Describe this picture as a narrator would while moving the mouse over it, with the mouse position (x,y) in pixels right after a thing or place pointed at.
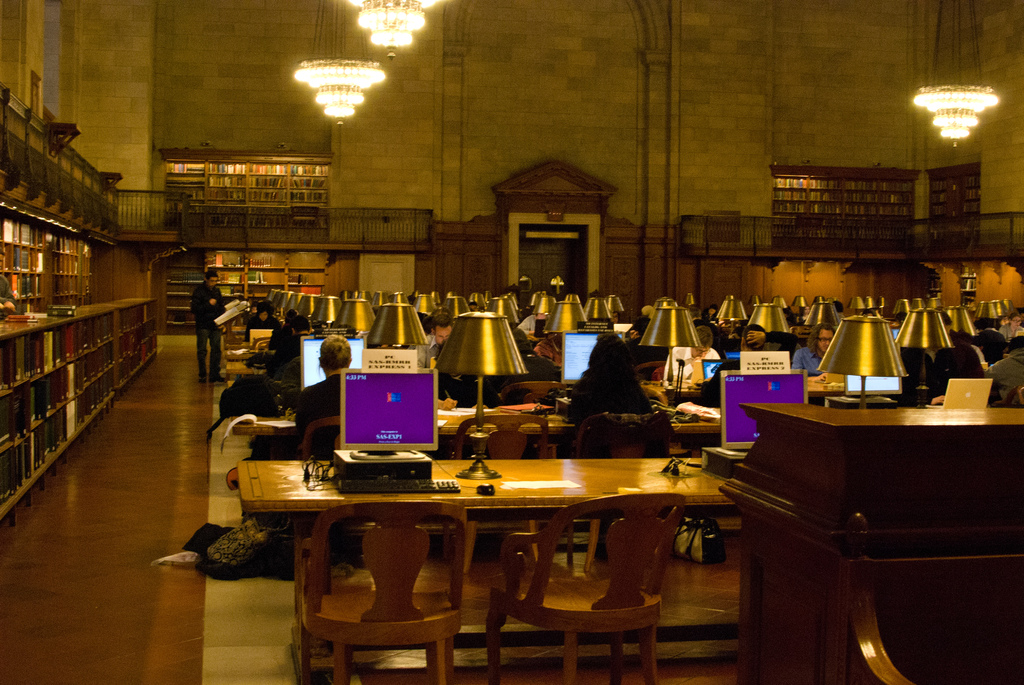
This picture is of inside the room (829,533). In the foreground (815,483) we can see there are many number of chairs (663,423) and tables (573,470) and lamps (507,317) and on the top of the tables (537,477) there are computers (399,429) placed and group of people (288,349) sitting on the chairs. On the left (202,294) there is a man (201,308) wearing a black color dress (210,298) and standing. On the left (75,237) there is a cabinet (56,312) containing books (195,168). In the background (743,5) we can see a wall (677,51) and chandeliers (325,68).
